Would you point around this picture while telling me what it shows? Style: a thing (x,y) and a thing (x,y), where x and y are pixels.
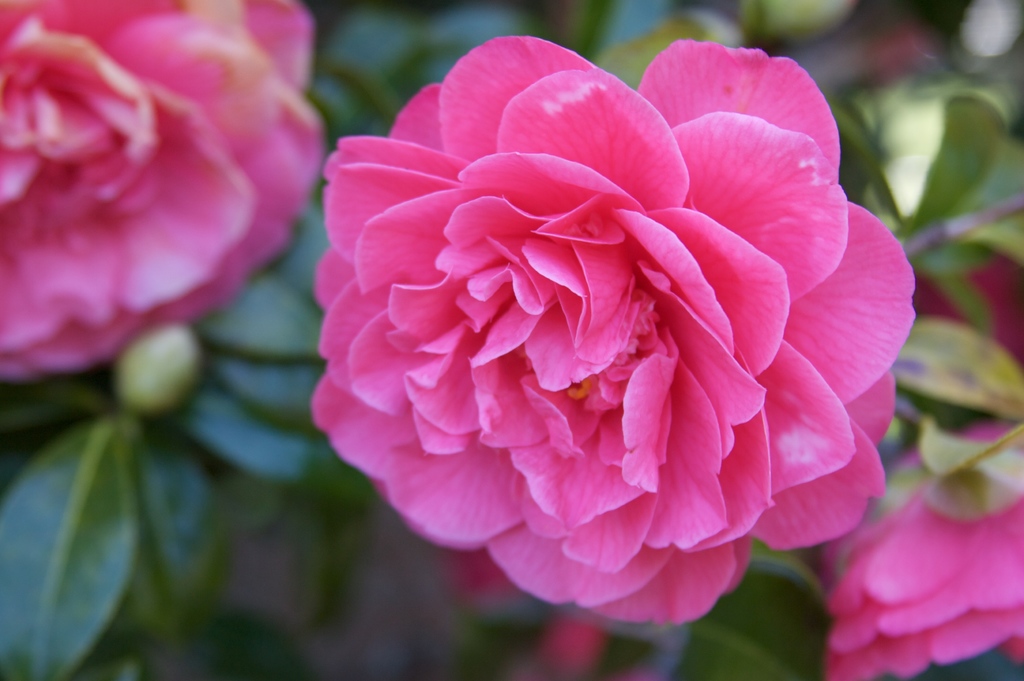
In the foreground of this image (609,362), there is a pink camellia flower (610,404) to the plants (979,662) and on the bottom right corner (957,608) and on the top left corner (106,87), there are camellia flowers (97,148) to the plant (213,521).
